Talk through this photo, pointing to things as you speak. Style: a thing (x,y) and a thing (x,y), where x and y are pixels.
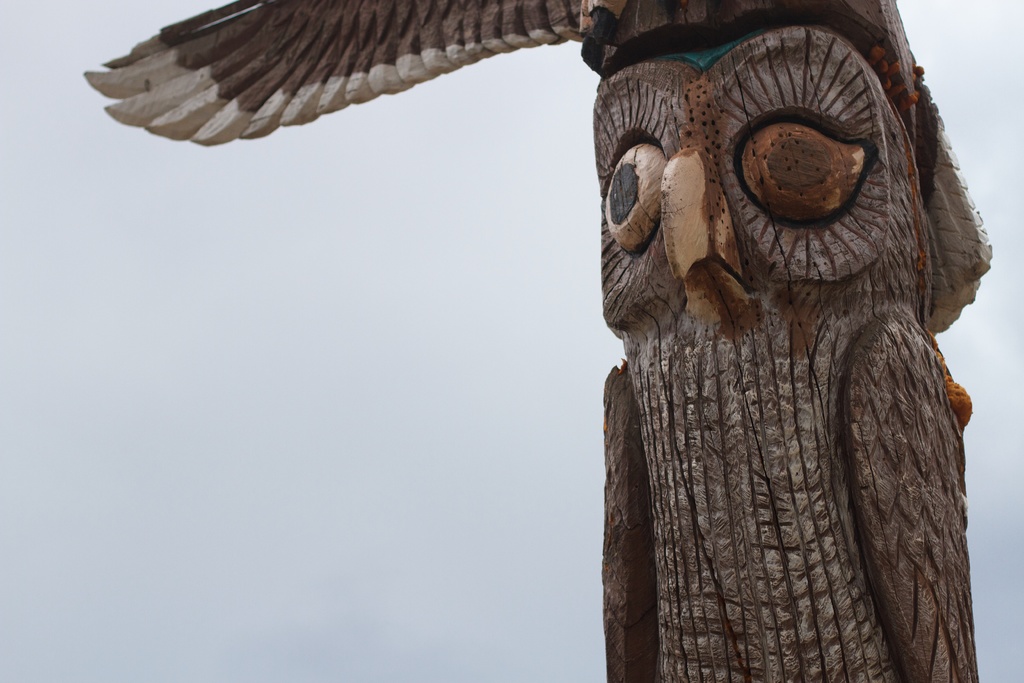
Here in this picture we can see a sculpture of an owl (776,401) present over there.
